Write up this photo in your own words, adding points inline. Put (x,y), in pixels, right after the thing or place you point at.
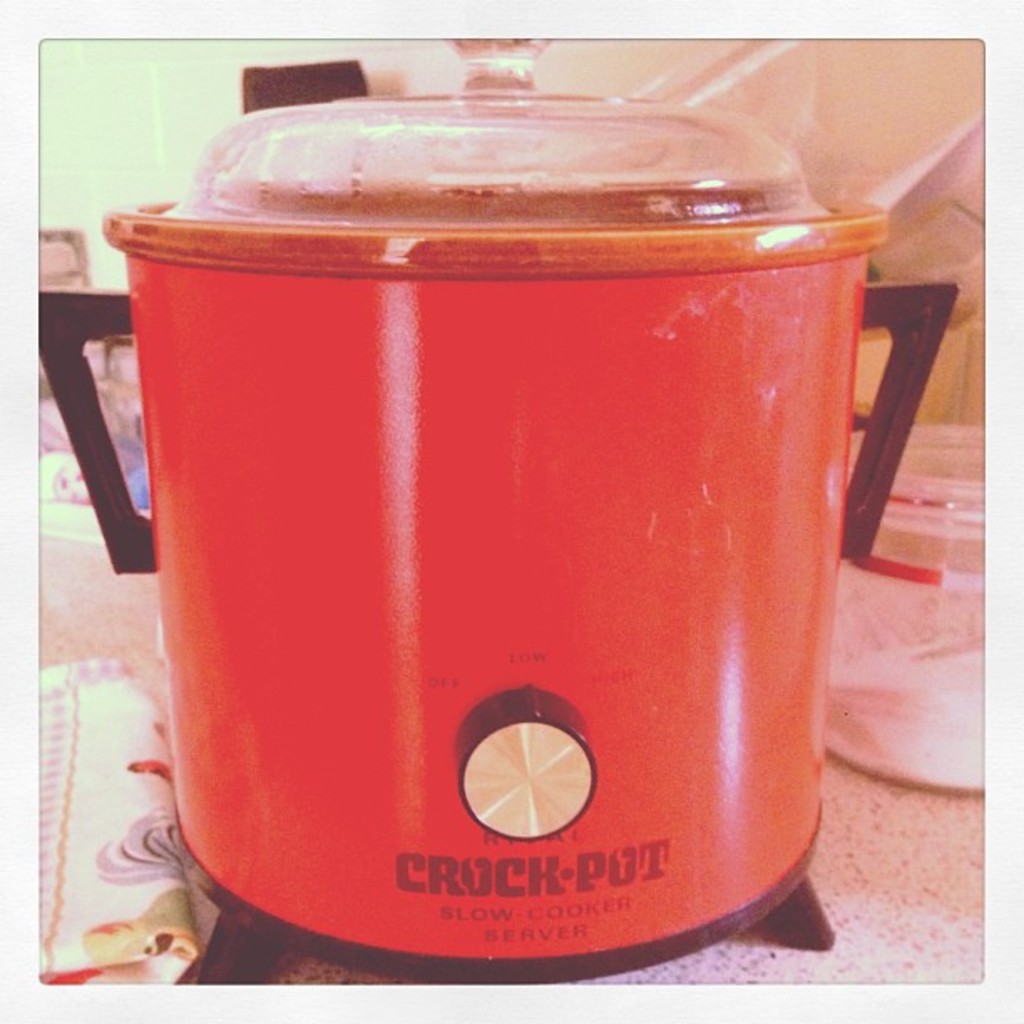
This image consists of a cooker (489,822) in the red color. It is kept on the table (856,888). On the right (932,739), we can see a jar (865,679). On the left (113,785), there is a cloth (105,884).
